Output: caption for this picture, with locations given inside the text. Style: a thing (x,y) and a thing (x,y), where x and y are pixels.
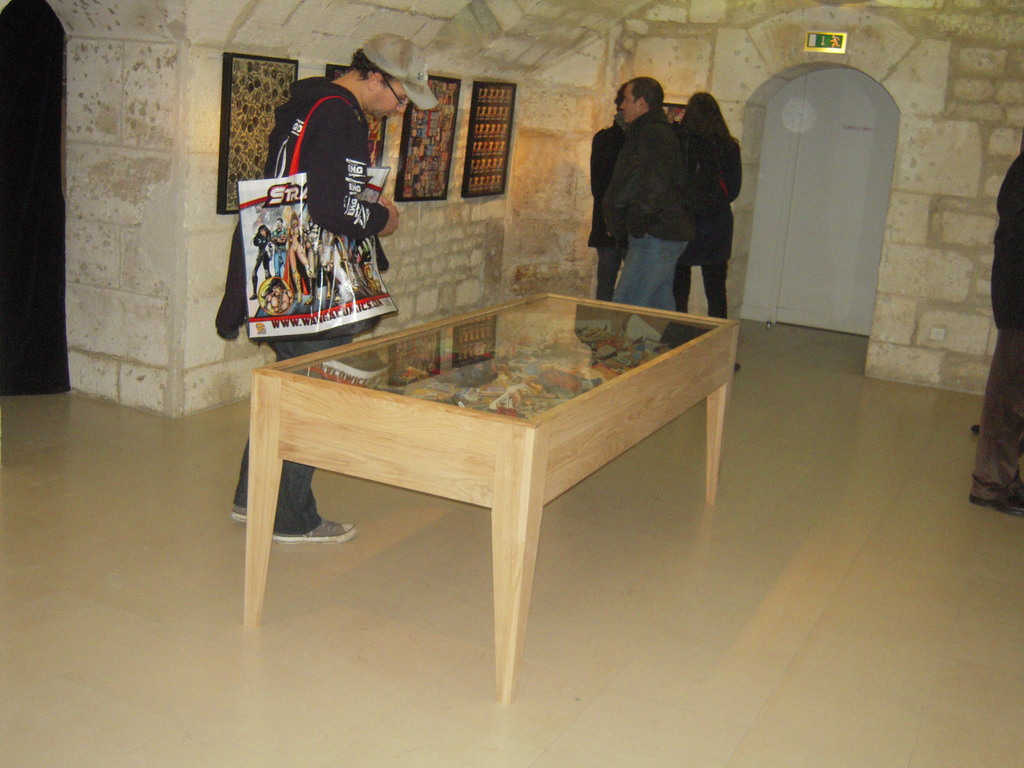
In this picture we can see person (690,149) standing and looking at frames (499,182) and here person (352,96) wore cap (407,90), spectacle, carrying bag (336,270) and seeing to this table (559,393) and in background (775,178) we can see door (786,122), sign (823,46), wall (900,39).
